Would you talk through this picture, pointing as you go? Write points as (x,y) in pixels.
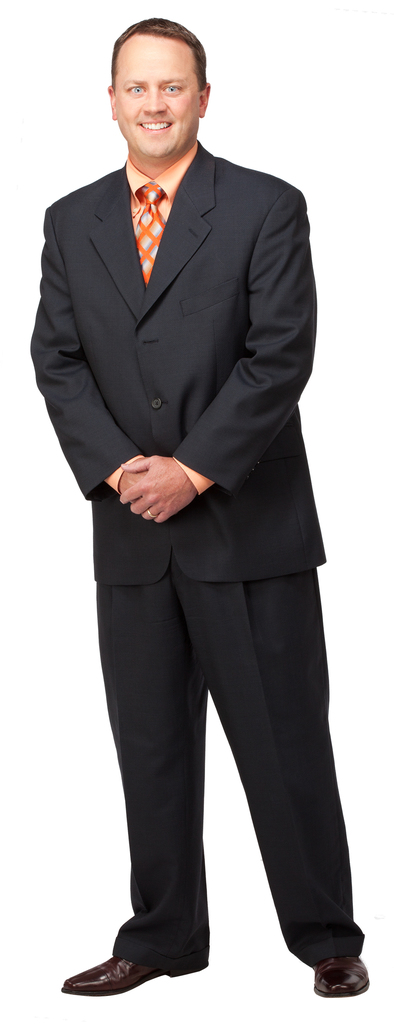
In this picture we can see a person (179,798), he is smiling and in the background (369,546) we can see it is white color.
